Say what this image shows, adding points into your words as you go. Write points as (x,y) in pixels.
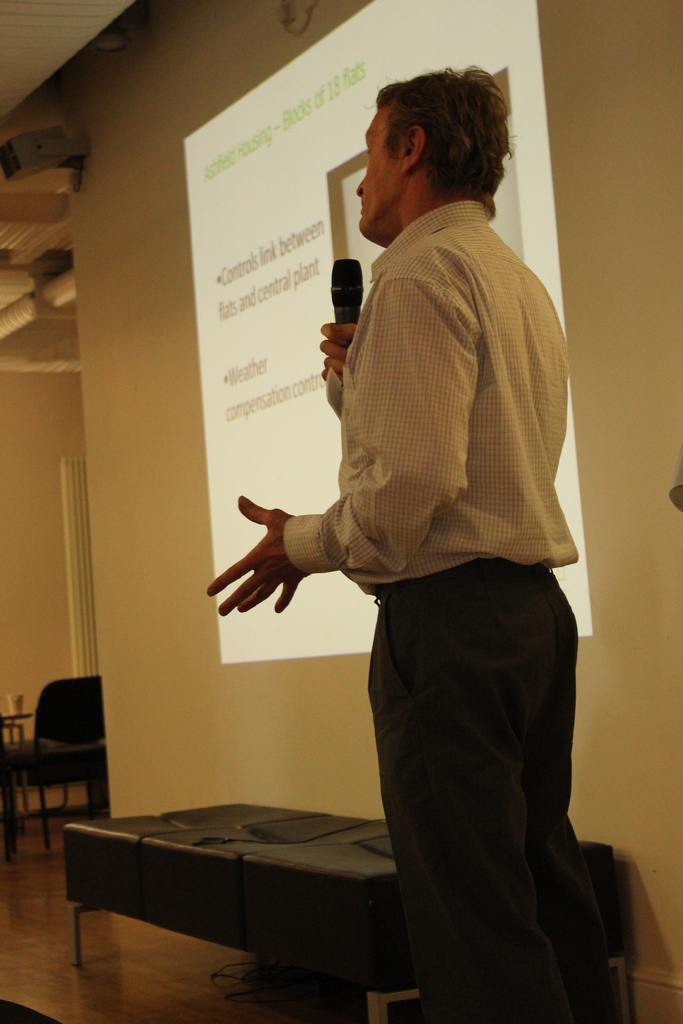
In this image there is a man (450,896) standing and holding a microphone (343,265) in his hand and in back ground (282,732) there is table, chair (59,725), glass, wall (42,659), screen (298,586).
